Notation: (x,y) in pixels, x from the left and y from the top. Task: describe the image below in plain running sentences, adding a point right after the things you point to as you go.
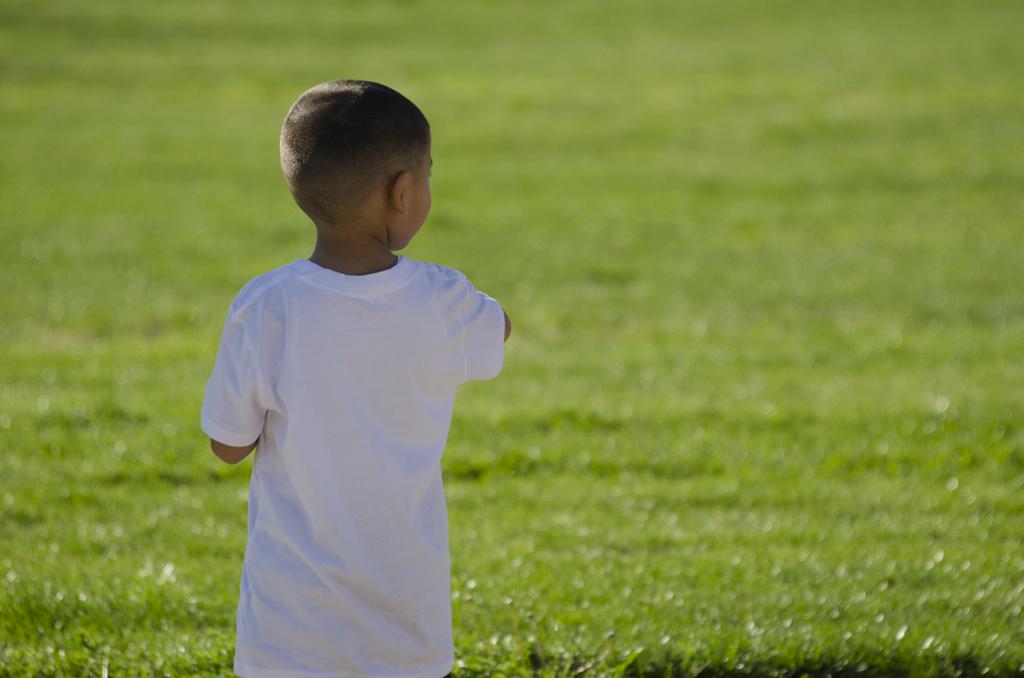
In this image we can see there is a boy (393,393) standing on the surface (501,481) of the grass (609,483).
